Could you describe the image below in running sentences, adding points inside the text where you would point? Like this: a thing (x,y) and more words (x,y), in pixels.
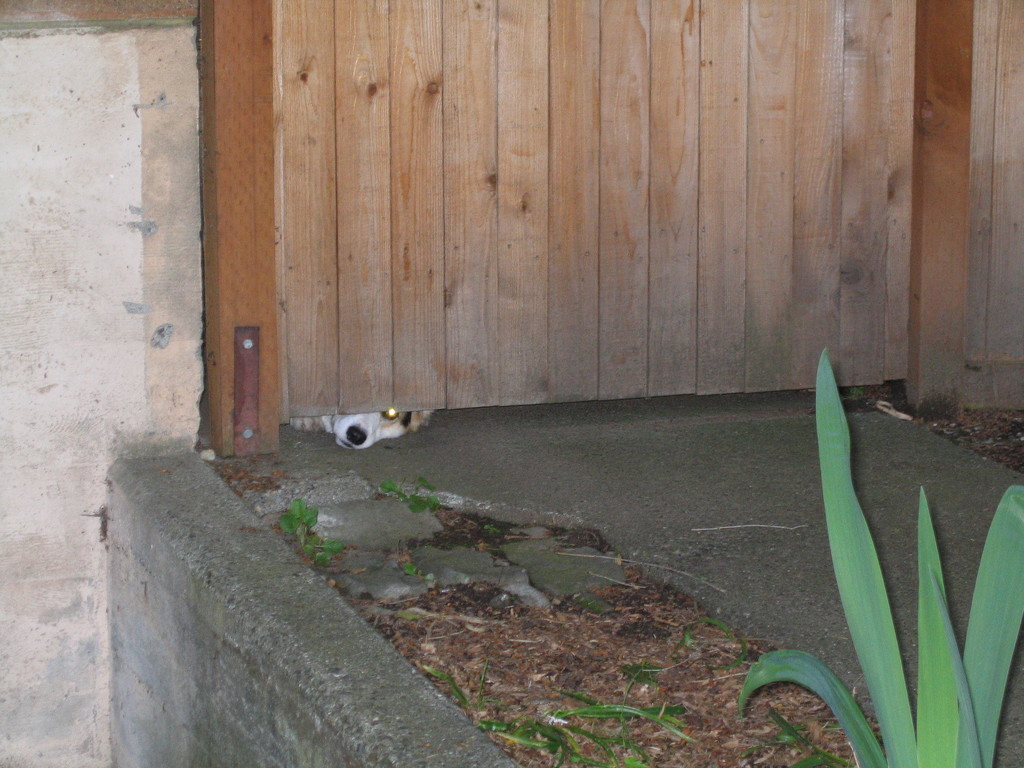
This image consists of a gate (644,340) made up of wood (323,400). At the bottom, there is a dog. On the left (184,699), we can see a wall (217,680). On the right (1023,556), there is a small plant (954,691) beside the road (891,558).
